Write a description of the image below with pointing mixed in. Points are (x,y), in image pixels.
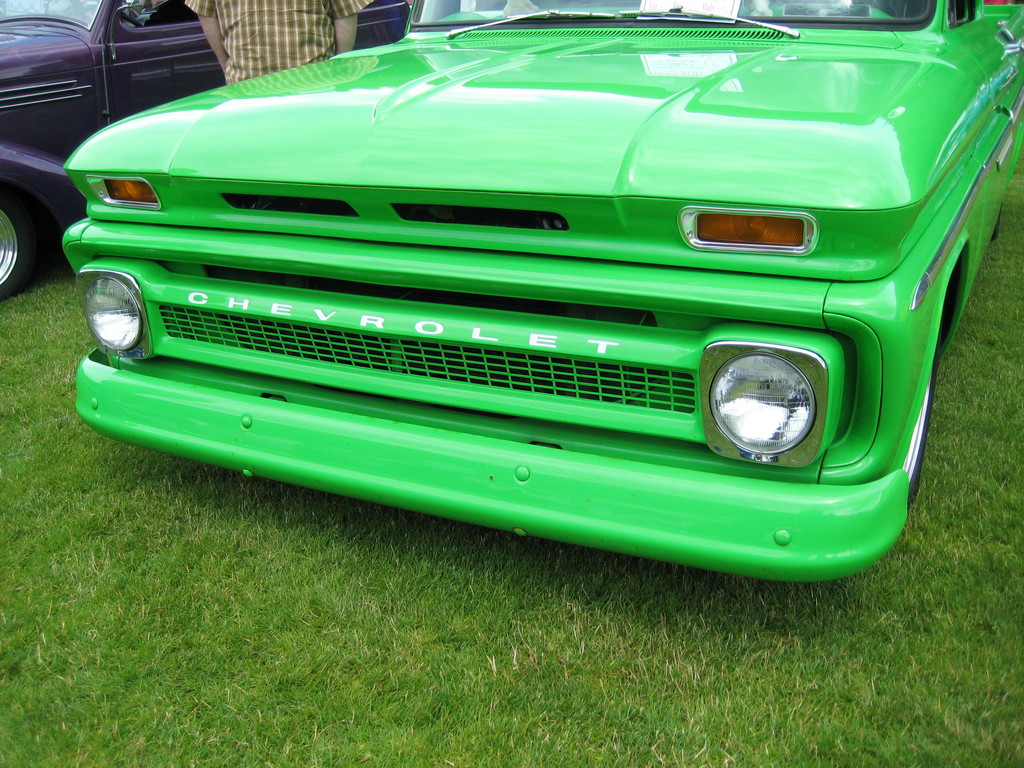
In this image we can see vehicles (354,139) and a person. At the bottom of the image (482,666) there is the grass (349,698).
